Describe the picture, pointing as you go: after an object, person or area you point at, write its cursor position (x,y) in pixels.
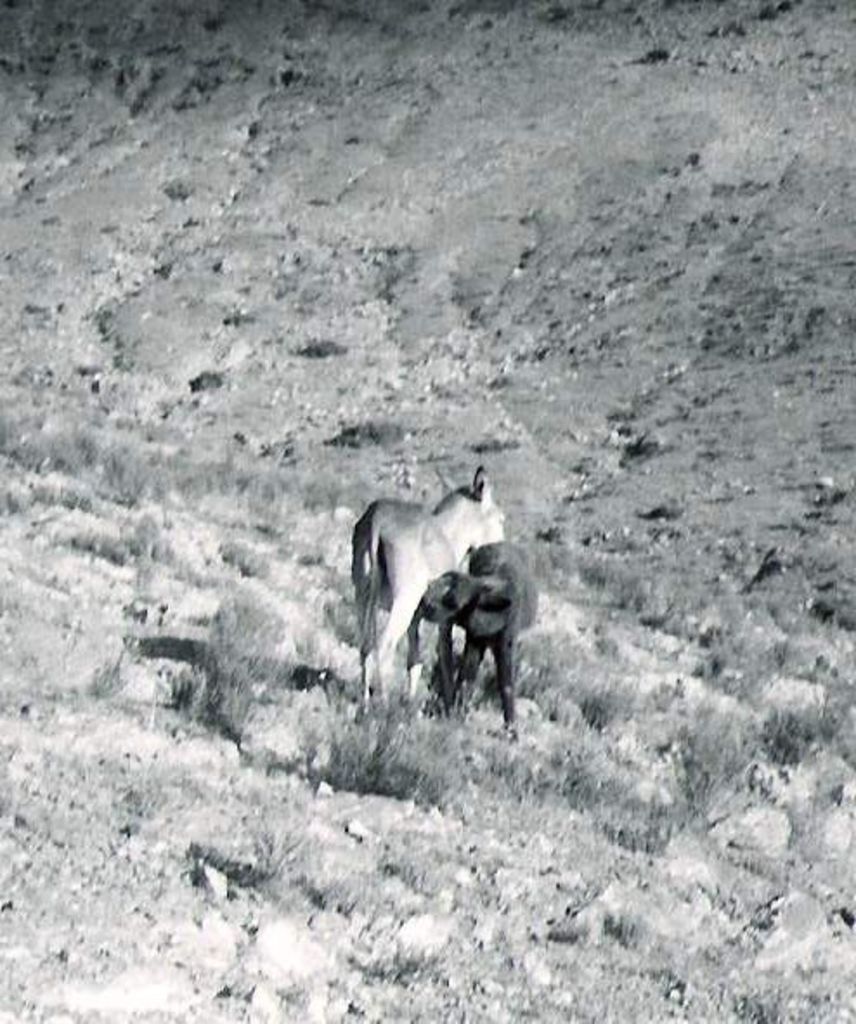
In this image we can see two animals (428,569), also we can see the grass (73,518), and the picture is taken in black and white mode.
